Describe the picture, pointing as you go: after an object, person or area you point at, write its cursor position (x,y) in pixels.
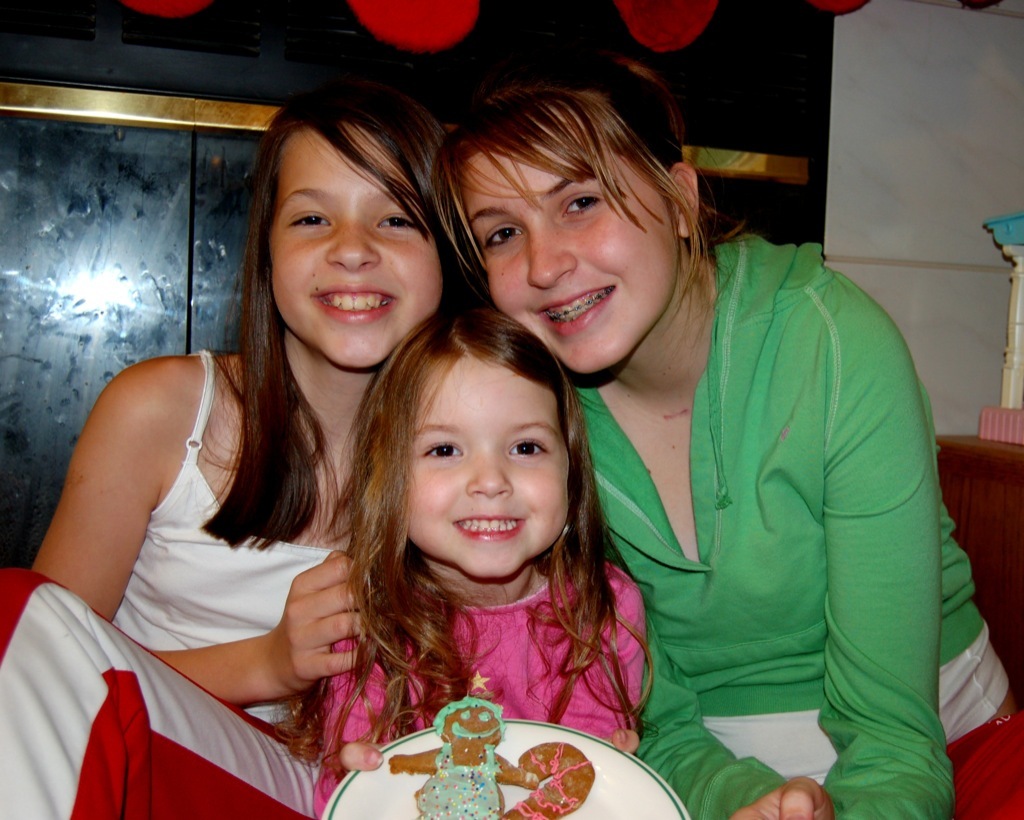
In the image in the center (544,373), we can see three persons (538,499) are sitting. And they are smiling, which we can see on their faces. And we can see one girl (484,646) holding plate (626,773), in which we can see cookies (497,708). In the background (888,262) there is a wall (939,283), table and a few other objects (229,168).
